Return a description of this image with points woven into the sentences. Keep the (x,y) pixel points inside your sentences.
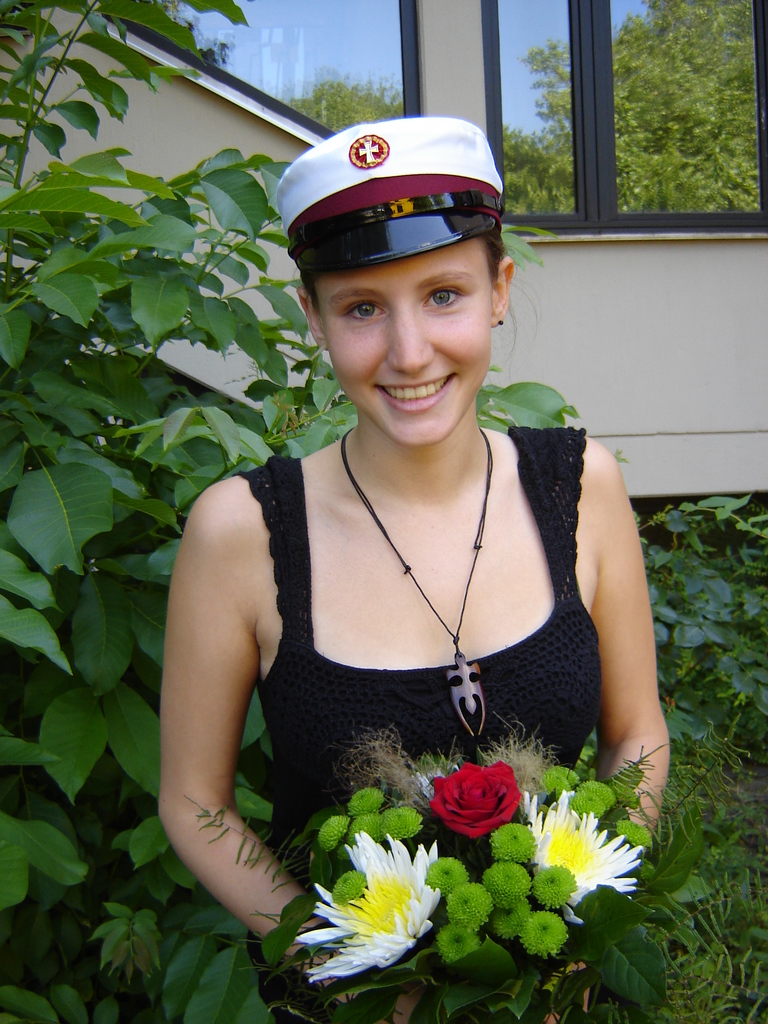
A woman (444,539) is holding flowers (506,892), these are trees (289,325) and this is glass (527,114).
